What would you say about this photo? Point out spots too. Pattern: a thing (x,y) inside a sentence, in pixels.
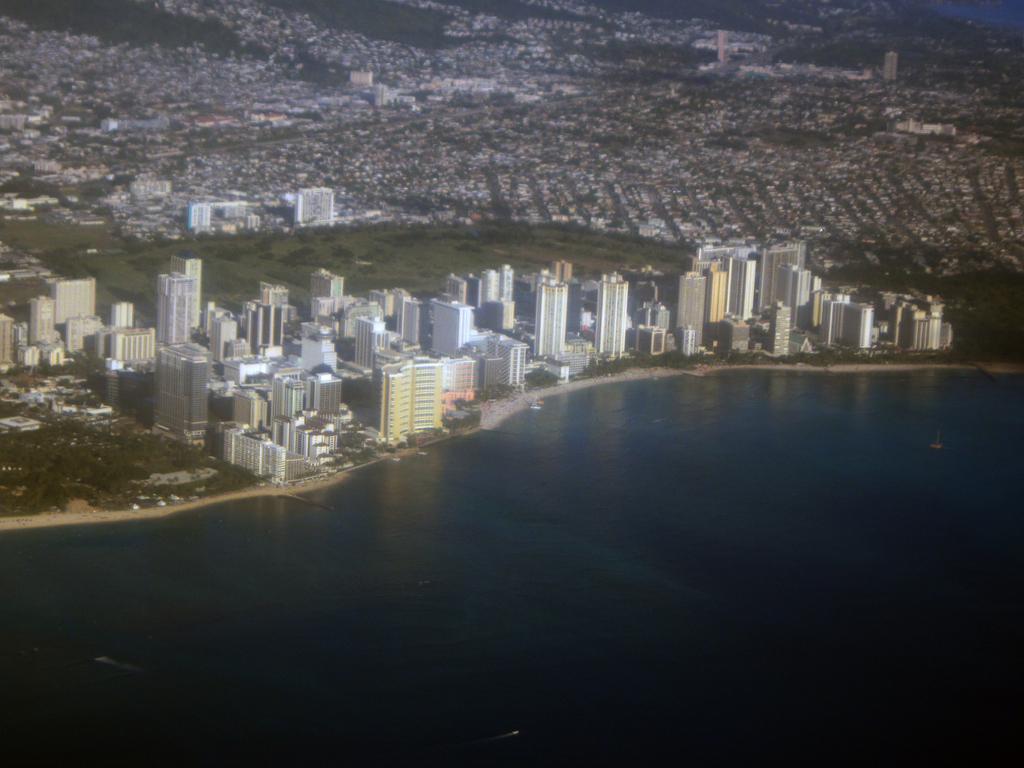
In this image we can see the overview of the city (397,271). Bottom of the image (822,626) sea (643,632) is present.
